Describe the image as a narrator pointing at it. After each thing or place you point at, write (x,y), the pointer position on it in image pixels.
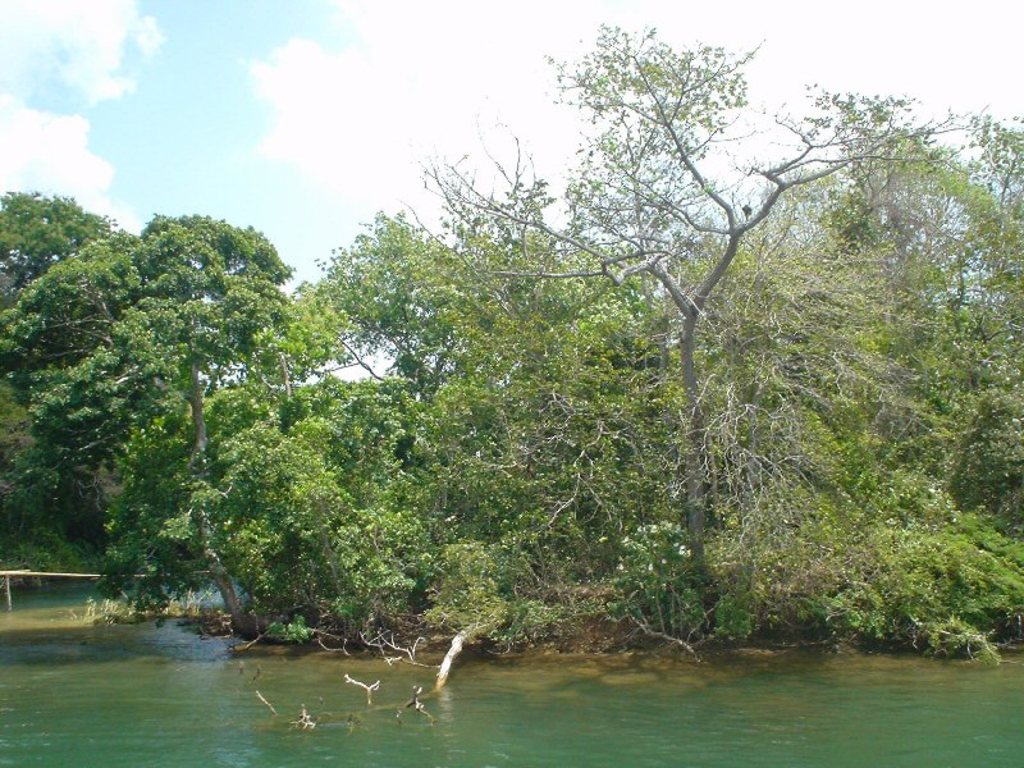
In this image I can see the water (600,710) and few trees (687,527) which are green in color. In the background (186,32) I can see the sky (310,88).
